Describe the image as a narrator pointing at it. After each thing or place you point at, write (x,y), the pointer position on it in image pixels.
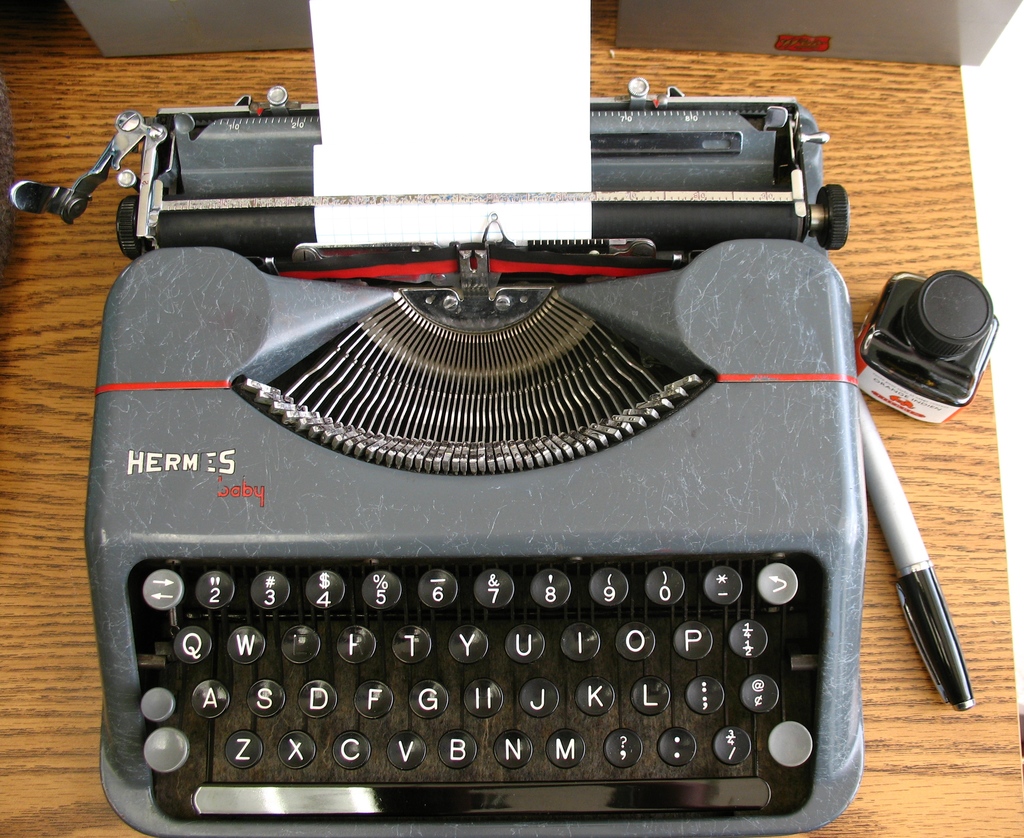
In this picture I can see there is a typewriter (295,724) and it has few alphabet buttons (487,696), few numbers (215,580) and symbols (675,760) and there are few papers (385,172) placed here and there is a metallic frame (235,202) here. There is a pen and a ink bottle (883,347) placed on the wooden table (41,302).
